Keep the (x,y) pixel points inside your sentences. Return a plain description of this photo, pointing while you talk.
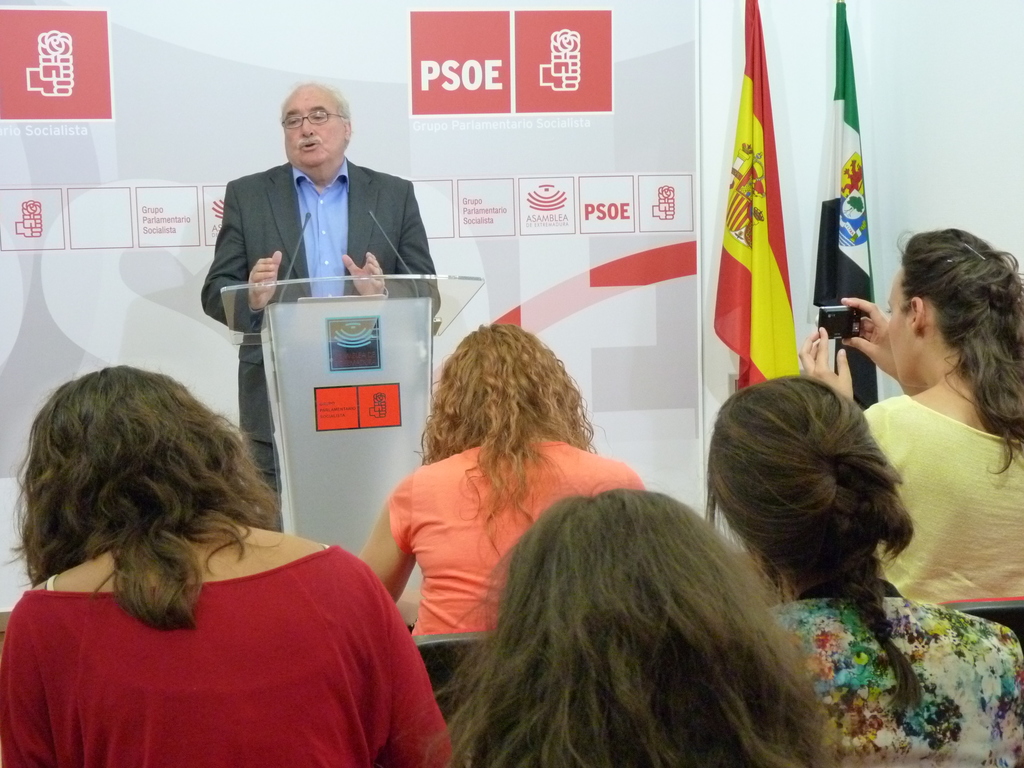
In this image, we can see people (731,445) and one of them is holding a camera (834,328) and in the background (775,309), there are flags (762,151) and we can see a person (349,180) wearing a coat (356,197) and glasses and we can see a podium (299,342) and mics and there is a board (604,197) on the wall (781,177).
